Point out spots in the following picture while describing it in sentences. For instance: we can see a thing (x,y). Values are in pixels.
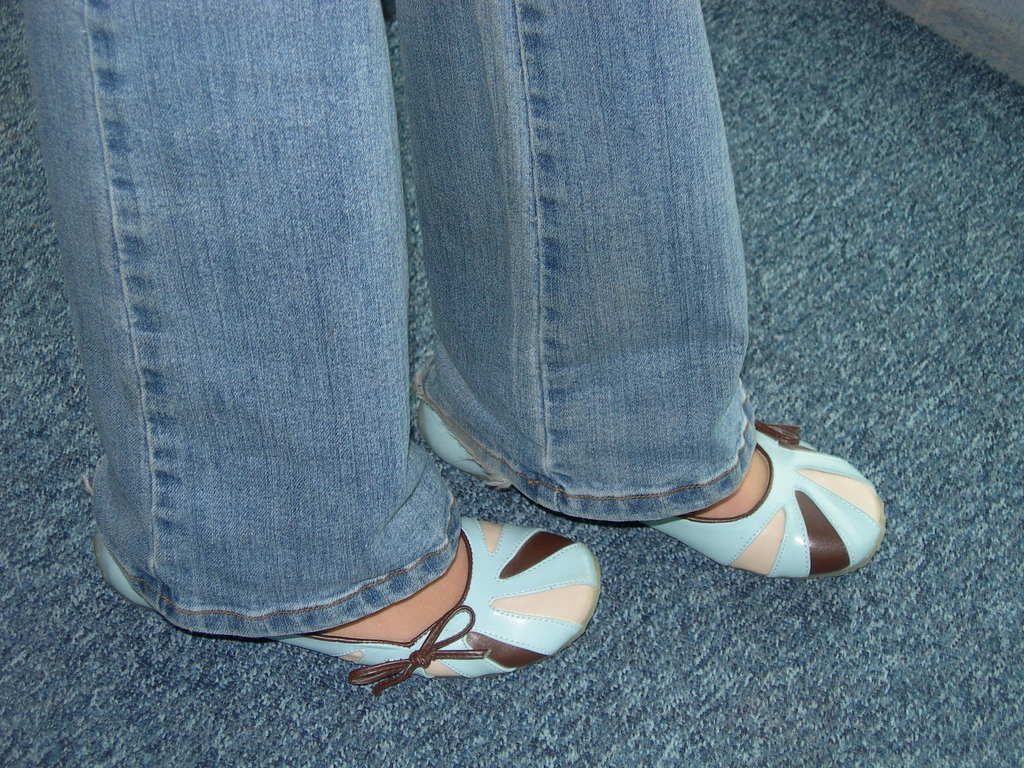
In this image we can see the legs (382,415) of a person (373,552) on the floor (371,717).
